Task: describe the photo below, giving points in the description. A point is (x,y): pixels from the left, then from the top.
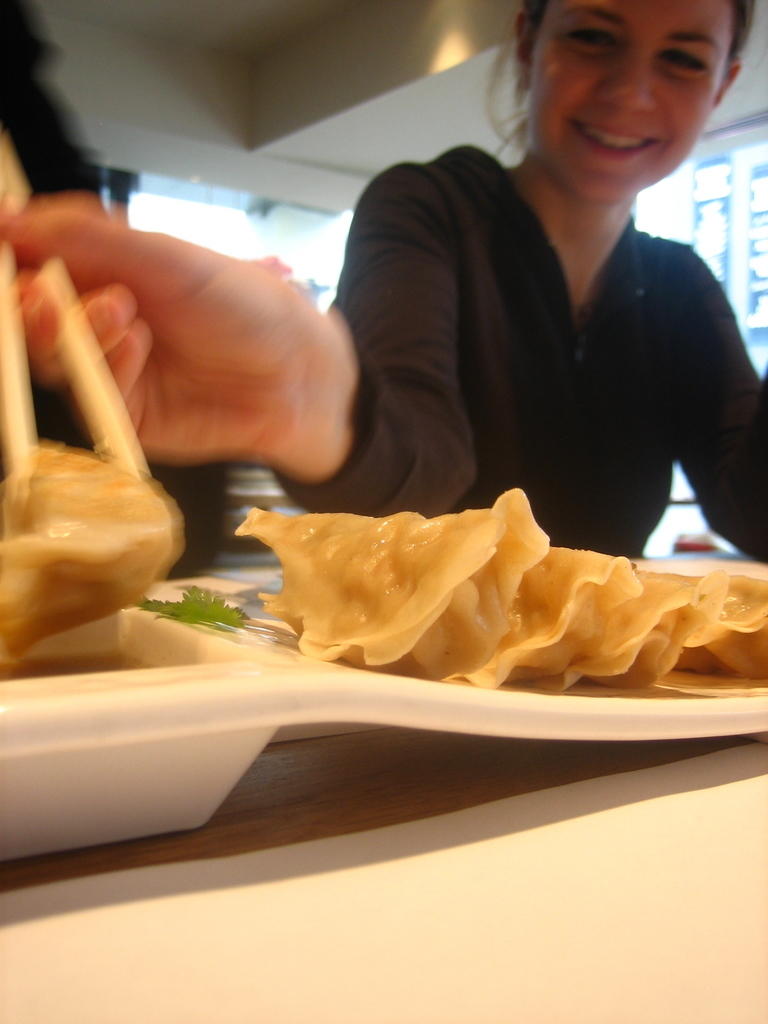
In the image there is a girl (481,330) black hoodie (527,386) holding momos (34,501) with chopsticks (16,282) on a table (678,857).
